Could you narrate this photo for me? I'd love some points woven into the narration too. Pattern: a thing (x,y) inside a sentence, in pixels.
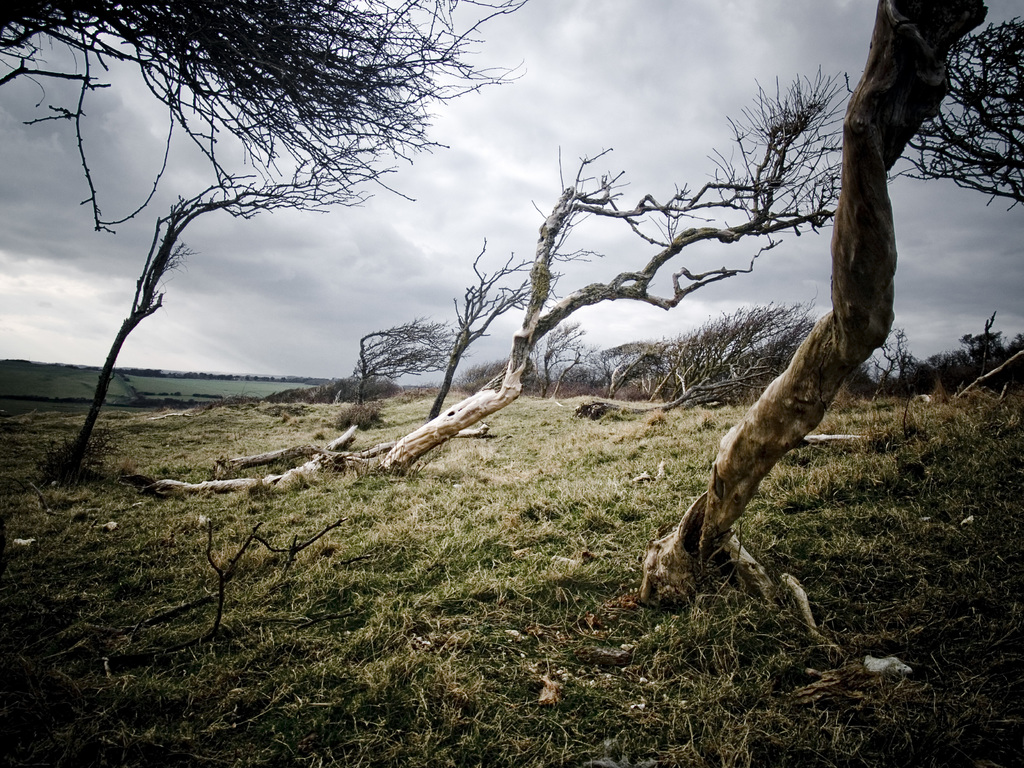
Here we can see grass (662,500), small stones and bare trees (677,388) on the ground (368,727). In the background (428,334) there are trees (747,345) and clouds (80,237) in the sky (25,314).
